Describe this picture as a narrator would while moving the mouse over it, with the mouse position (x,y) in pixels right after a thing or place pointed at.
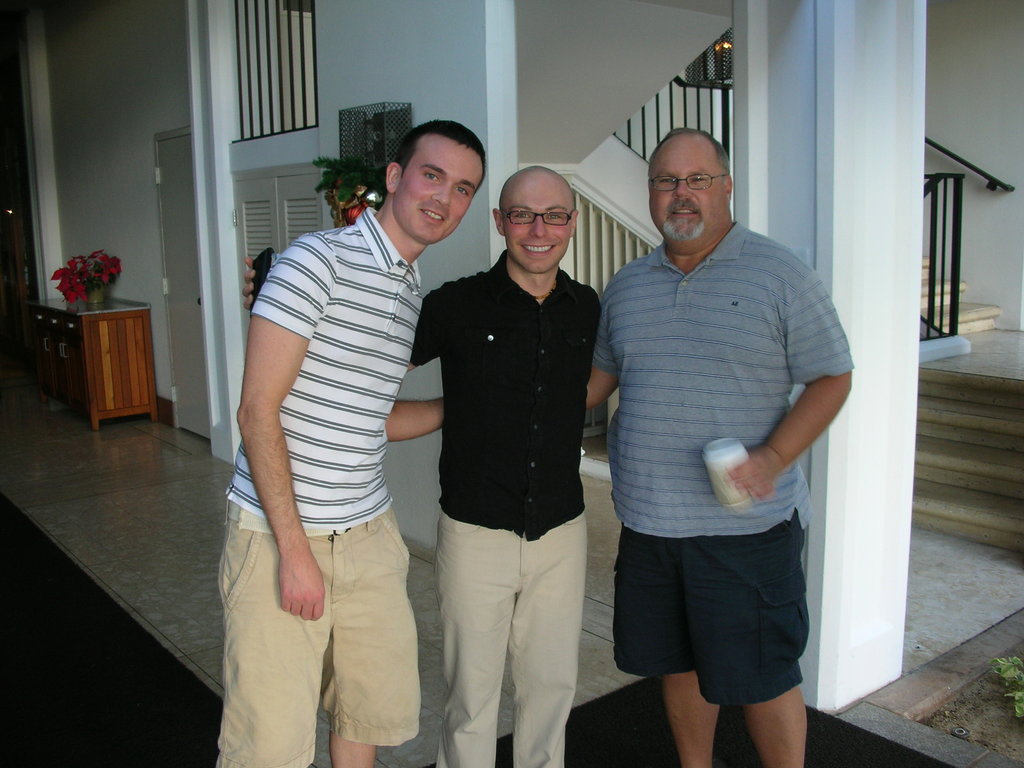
In this image, there are a few people (338,595). We can see the ground (208,694). We can see a pillar (810,66). We can see the wall (434,8) with some objects (353,132) and a door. We can also see a table (102,334) with a flower pot (89,272). We can see some stairs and the railing (945,232).
